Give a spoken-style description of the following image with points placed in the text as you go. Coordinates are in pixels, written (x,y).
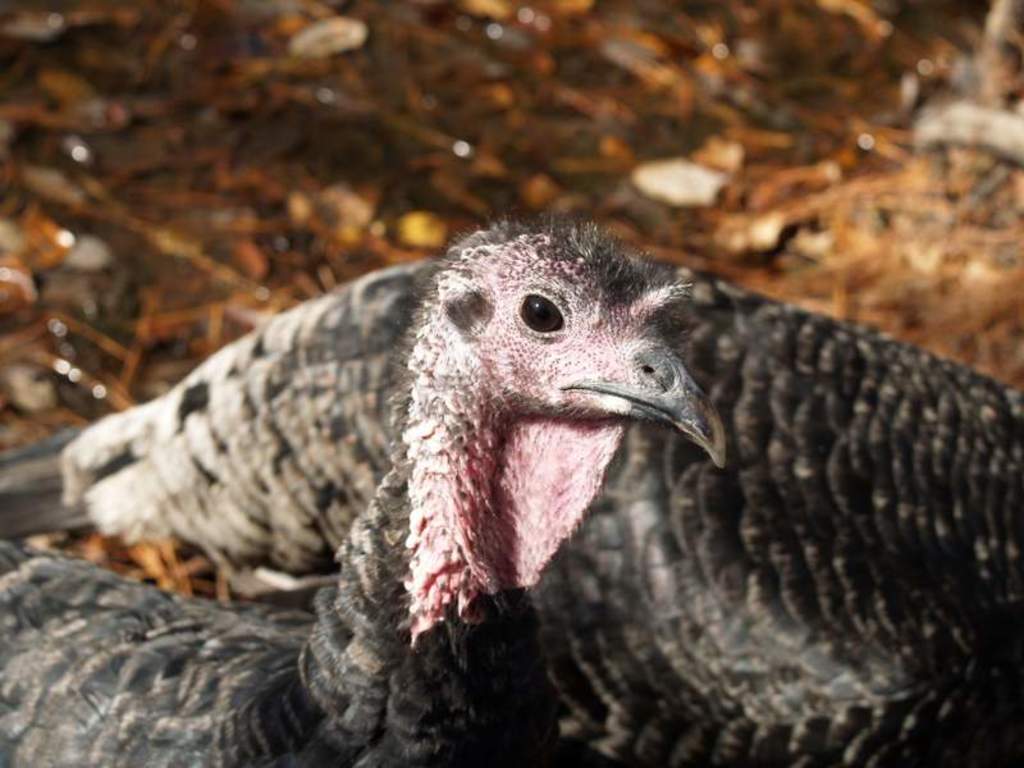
In this image in the front (429,459) there are birds (521,522) and the background (379,104) is blurry.
